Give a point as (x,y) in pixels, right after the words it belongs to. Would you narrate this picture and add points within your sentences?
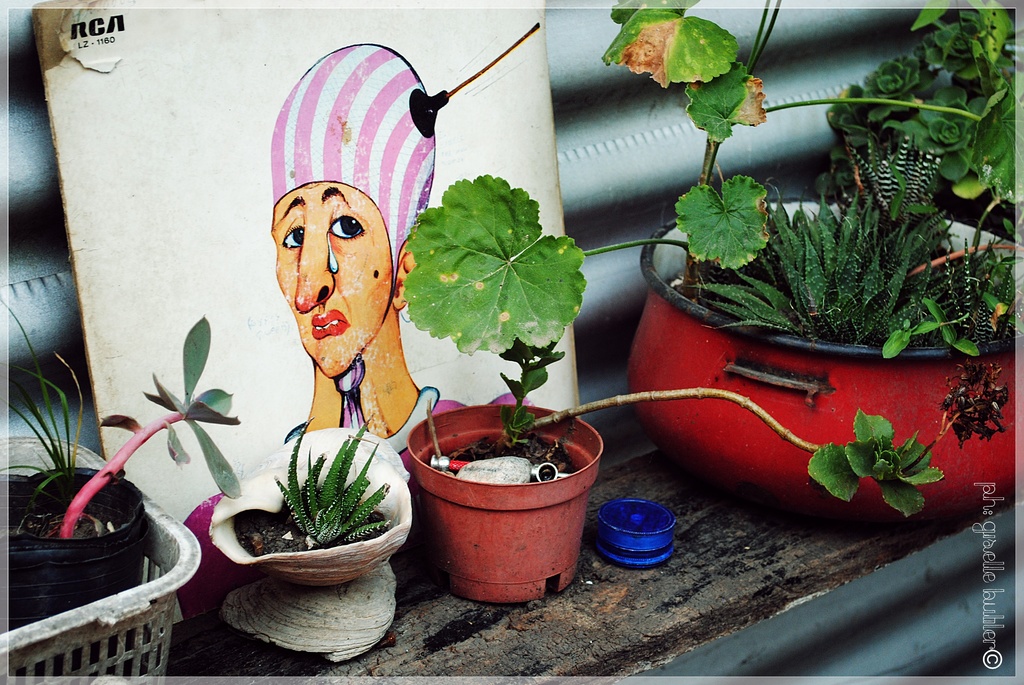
In this picture, we see a table (598,489) on which flower pots (883,384) are placed. In the left bottom of the picture (100,577), we see a basket (120,596) containing flower pot (112,567) is placed on the table (419,628). Behind that, we see a cardboard (216,283) containing the painting (409,224) of the woman (364,240) is placed on the table (431,639). In the background (608,20), we see a wall (586,226).
